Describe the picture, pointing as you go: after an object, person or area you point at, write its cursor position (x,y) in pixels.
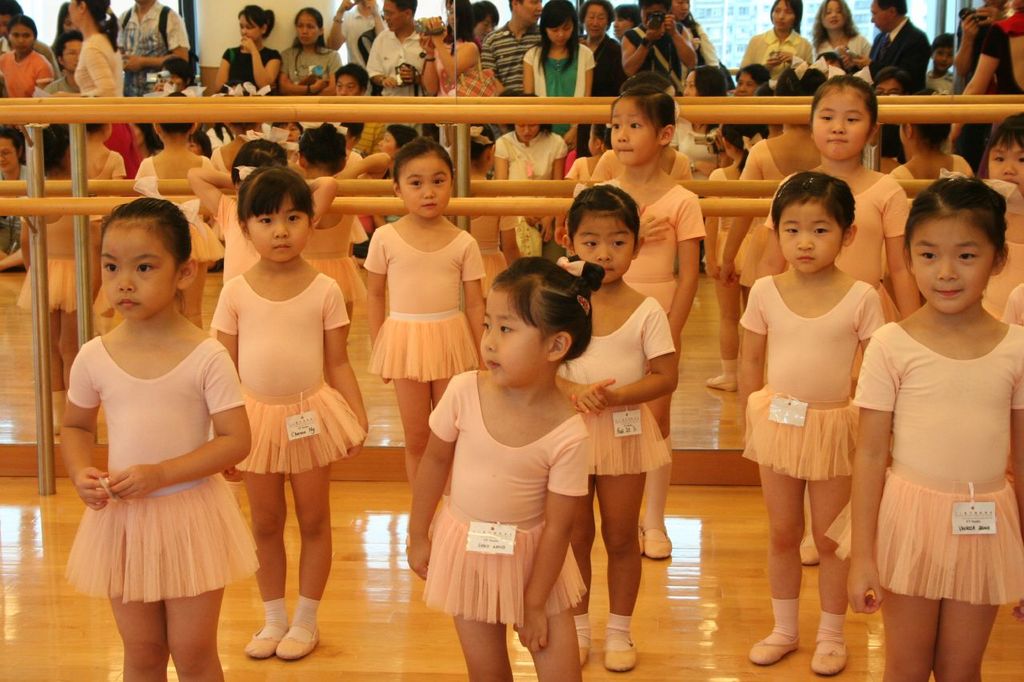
In the image I can see there are so many kids (957,676) in the same costume (96,549) standing on the stage (399,510), behind them there is a fence (376,187) and other people (168,41) standing.
